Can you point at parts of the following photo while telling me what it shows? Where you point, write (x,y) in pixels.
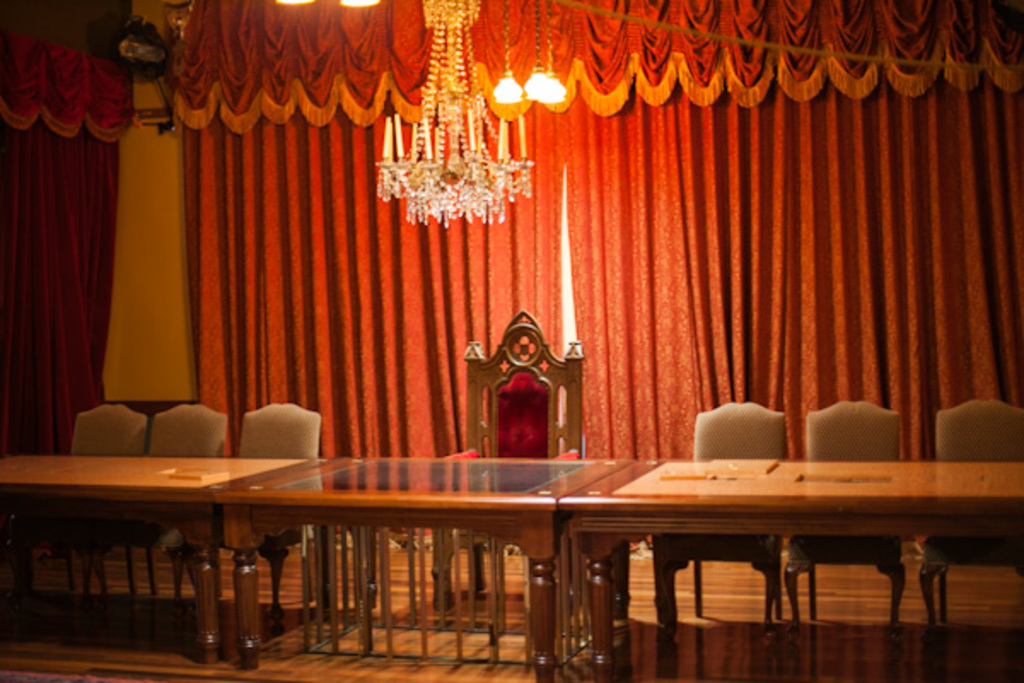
In this image there is a big chair (504,397) in the middle (507,398). In front of the chair (493,406) there is a glass table (417,480). Beside it there are wooden tables (77,460). In the background (621,235) there is a red curtain (539,265). At the top (452,130) there is a chandelier (473,135). There are three chairs (184,430) on either side of the image.
